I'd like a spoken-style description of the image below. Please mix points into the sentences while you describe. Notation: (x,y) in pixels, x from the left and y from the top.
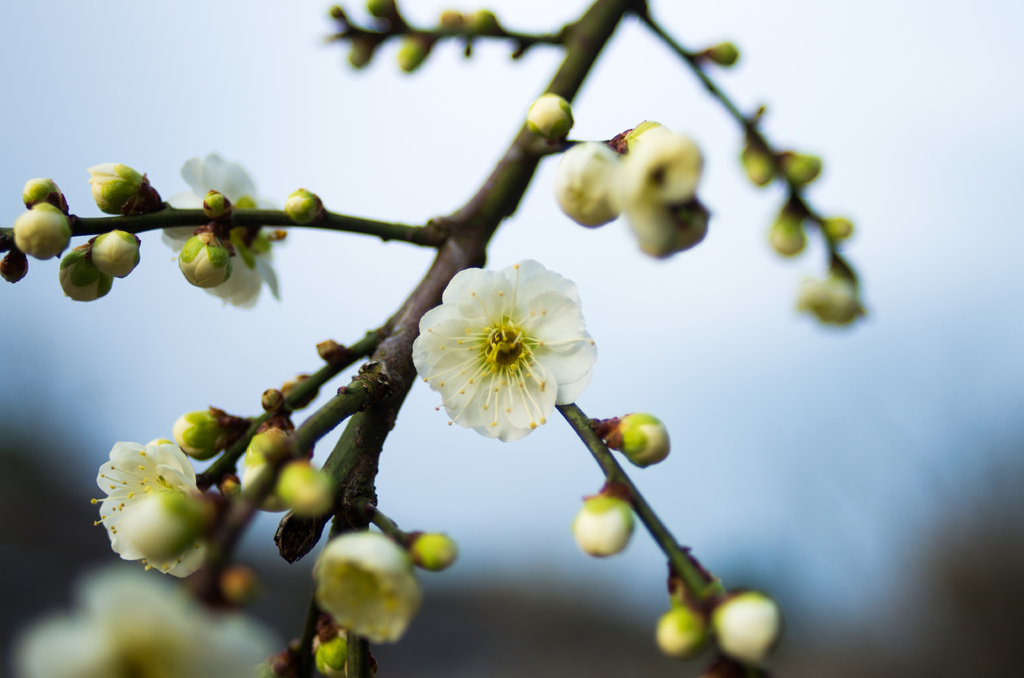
As we can see in the image in the front (473,322) there are white color flowers (520,348) and buds (605,214). The background (714,418) is blurred.
